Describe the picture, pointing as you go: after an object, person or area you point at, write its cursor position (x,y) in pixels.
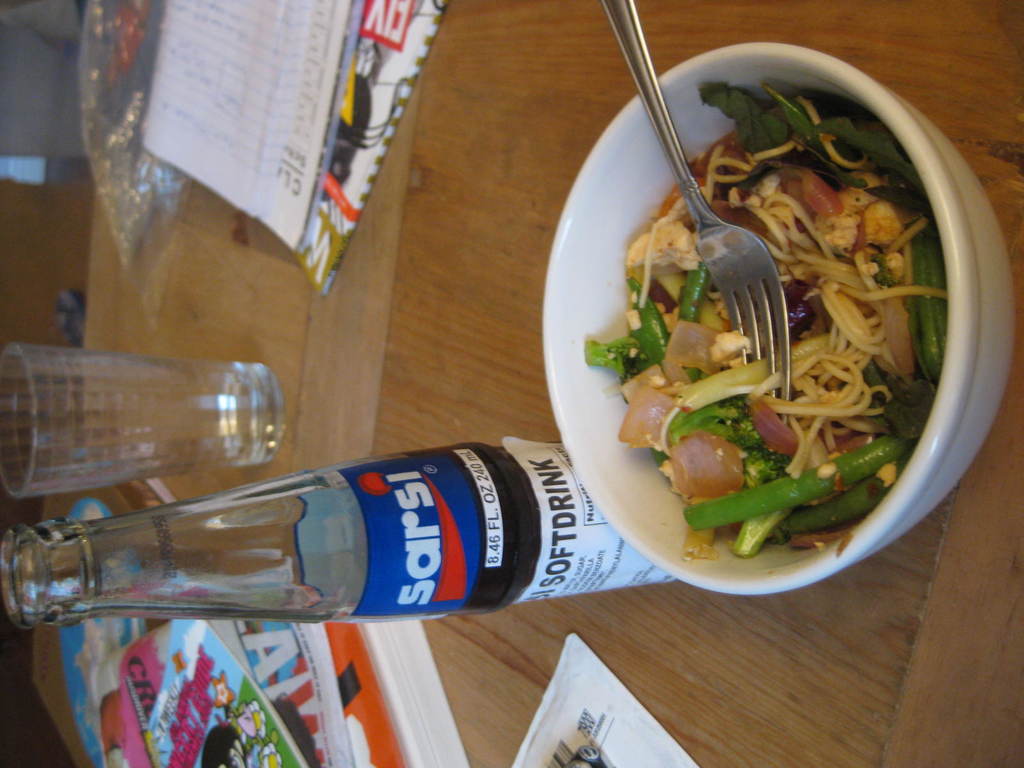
In this image I can see a table (690,673). On this table (737,628) there a bowl (977,313) with some food (901,313) and also there is a fork (721,254) in it. On the other side we can see a book (226,88), glass (77,384) and bottle (210,590).
